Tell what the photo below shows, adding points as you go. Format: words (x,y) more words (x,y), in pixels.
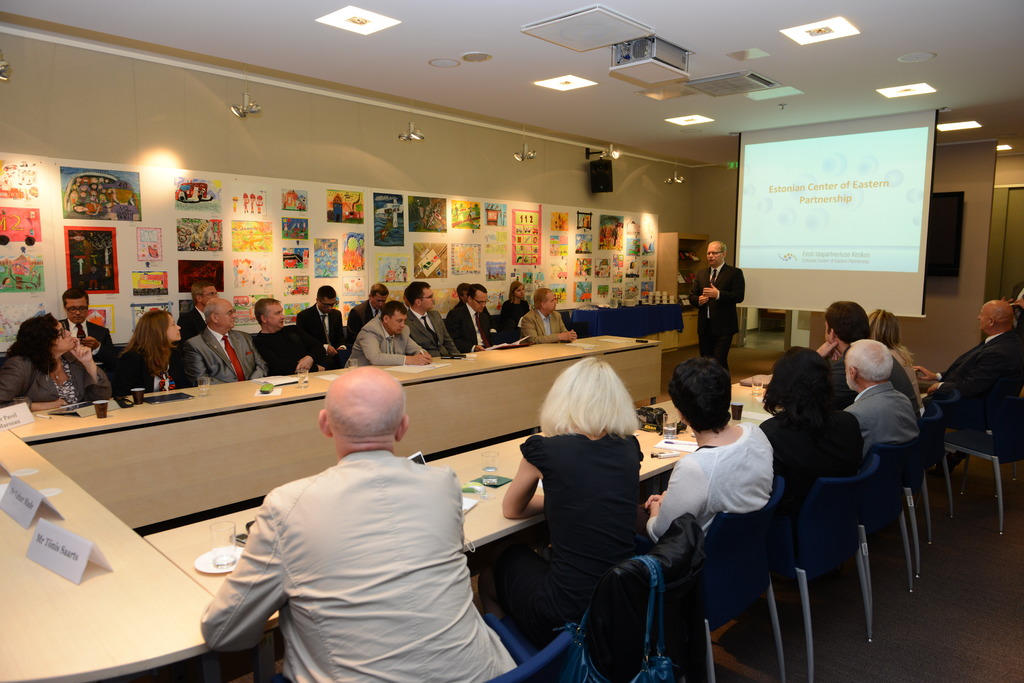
This is a picture taken in a room (577,191), there are a group of people (458,332) sitting on chairs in front of these people (338,567) there is a table (102,577) on the table (103,577) there are name boards (10,503), cups (105,414), papers (661,444) and glasses (668,427) and a man (710,295) in black blazer (706,312) was standing on the floor (664,360) and explaining something. Behind the people (514,318) there is a projector screen (806,211) and a wall (382,158) with photos (154,252) and there are lights (808,31), ceiling lights (367,20) on the top (353,16) and projector (636,76).
